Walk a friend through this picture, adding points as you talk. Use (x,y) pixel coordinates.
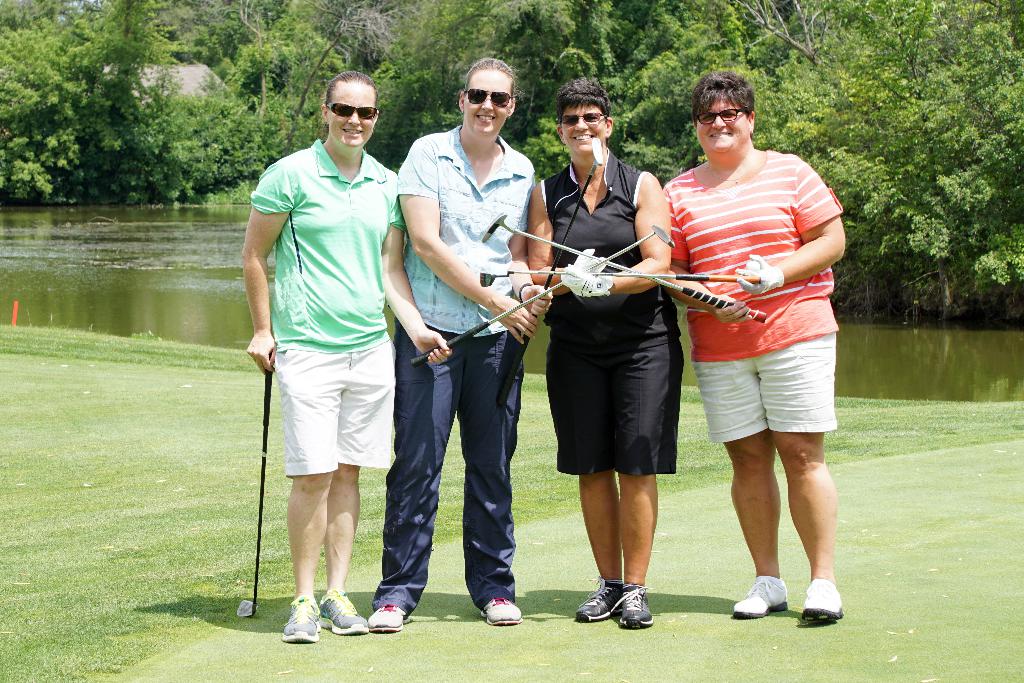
In this image I can see four women (323,319) holding golf bats (545,289) in the hands (743,309), standing on the ground (484,646), smiling and giving pose for the picture. In the background (159,299) there is a river (143,320) and many trees (349,61).
